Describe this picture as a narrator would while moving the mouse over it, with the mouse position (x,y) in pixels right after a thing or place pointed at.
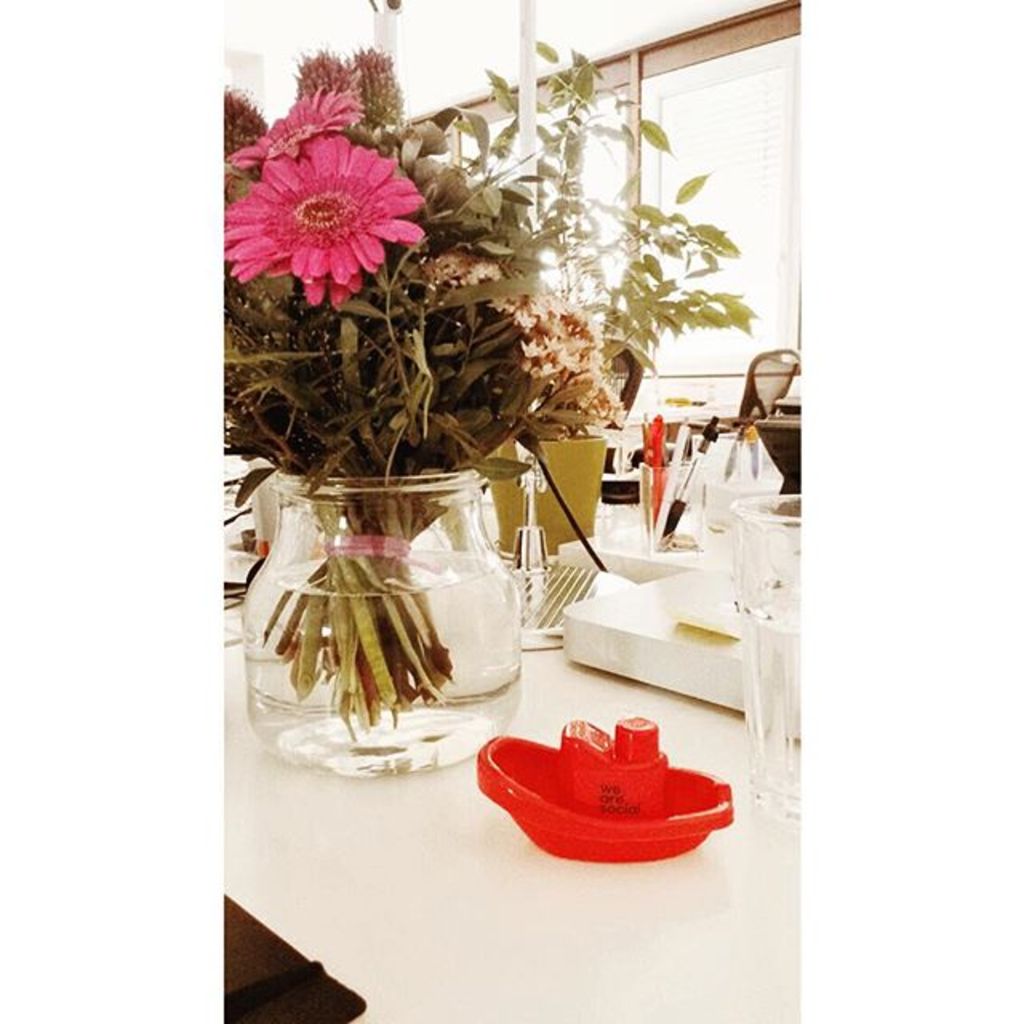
In this image we can see some flowers (584,404) and leaves (422,428) placed in a bowl (392,652) containing water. On the right side of the image (686,774) we can see some objects (607,628), a glass (751,759) and pens (658,515) in a container (658,515) are placed on the table (732,773). In the background (795,119), we can see some chairs (758,406), windows (680,146) and some poles (529,136).
